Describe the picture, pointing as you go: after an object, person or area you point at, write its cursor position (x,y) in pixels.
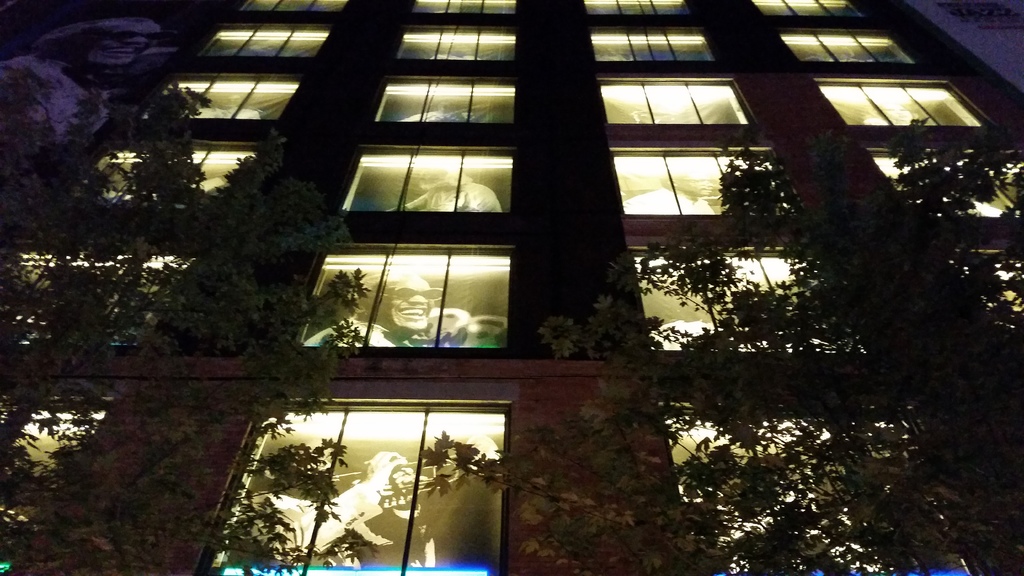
In this image there is a building (760,10) having few glass windows (494,296). On the windows (456,182) there is paintings (479,294) of few persons (432,305) on it. Before the building (534,433) there are few trees (975,452).
